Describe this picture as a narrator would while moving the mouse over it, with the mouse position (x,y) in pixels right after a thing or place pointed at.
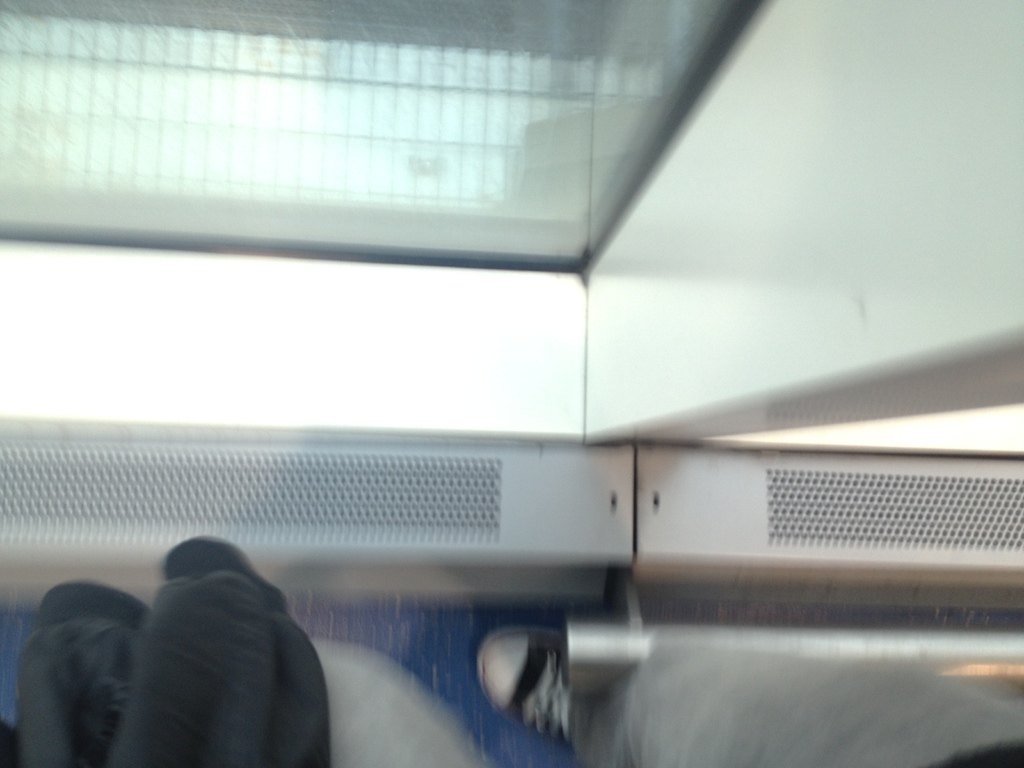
In this image, we can see a person leg (682,669) wearing a shoe (551,684).
